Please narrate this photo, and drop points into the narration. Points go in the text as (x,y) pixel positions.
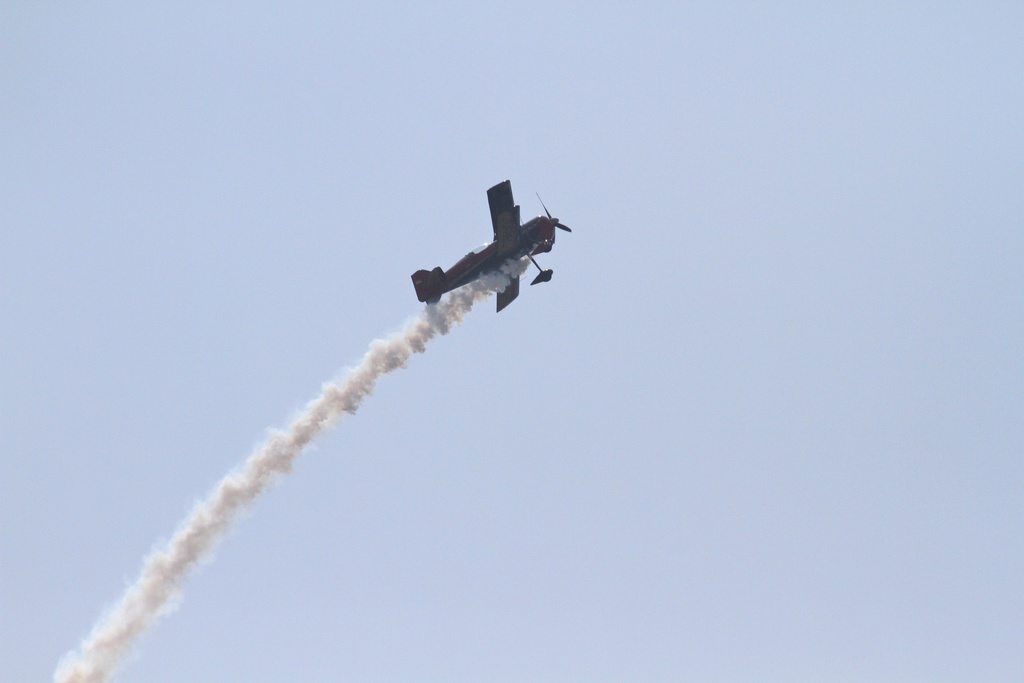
In this image there is an airplane (456,279) flying in the sky (407,371) and there is smoke (385,353) which is visible and the sky (651,379) is cloudy.
